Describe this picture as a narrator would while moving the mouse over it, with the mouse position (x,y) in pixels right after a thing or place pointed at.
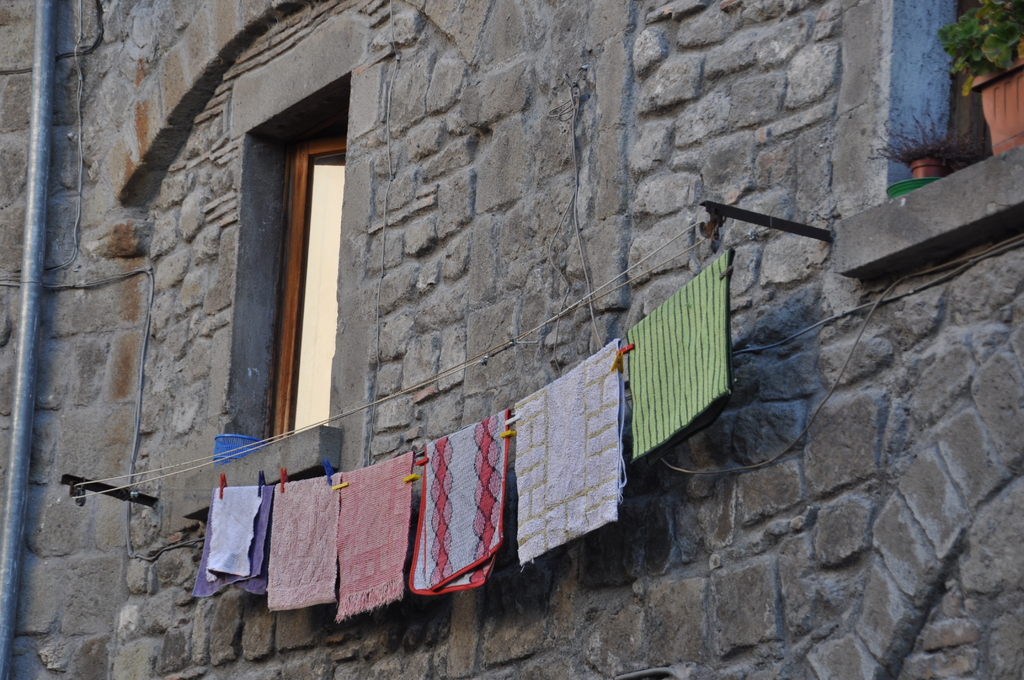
In this image we can see a window (280,347) on the wall (763,285) and some clothes (373,565) are dried on the rope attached to the wall (38,485). On to the right side of the image (1006,57) we can see some plants (1006,44). On the left side (16,462) we see a pole (26,301).
